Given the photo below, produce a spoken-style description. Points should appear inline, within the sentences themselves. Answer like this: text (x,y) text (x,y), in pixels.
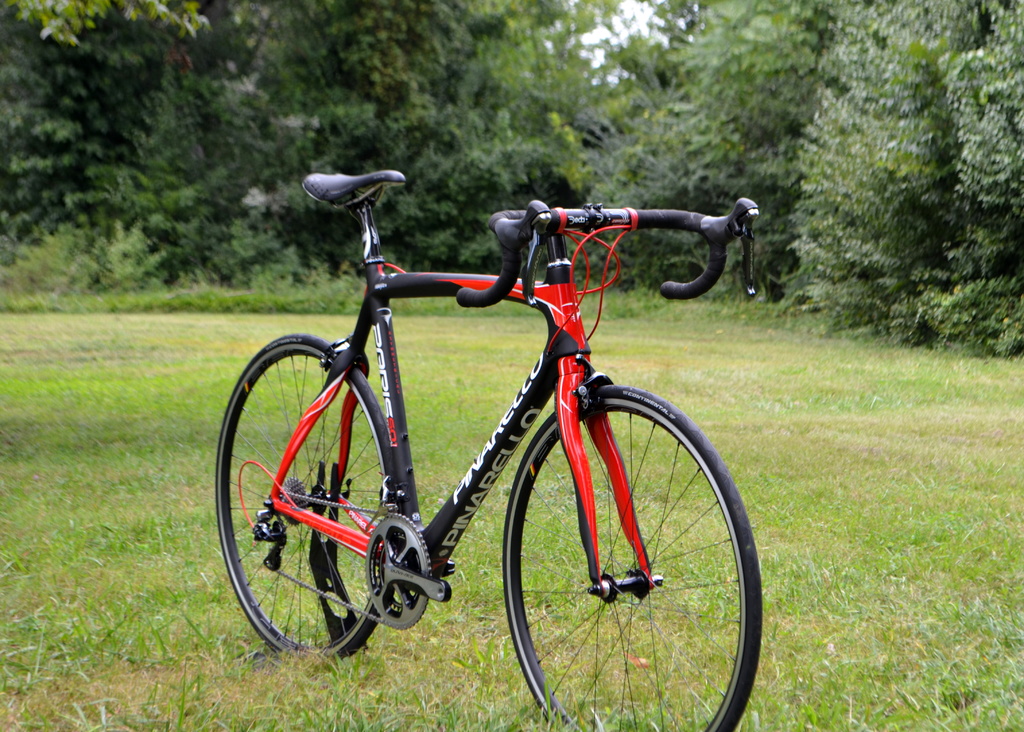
In this picture there is a bicycle (379,278) in the center of the image (545,468) and there is grassland (65,359) in the image and there are trees (444,196) at the top side of the image (621,78).
